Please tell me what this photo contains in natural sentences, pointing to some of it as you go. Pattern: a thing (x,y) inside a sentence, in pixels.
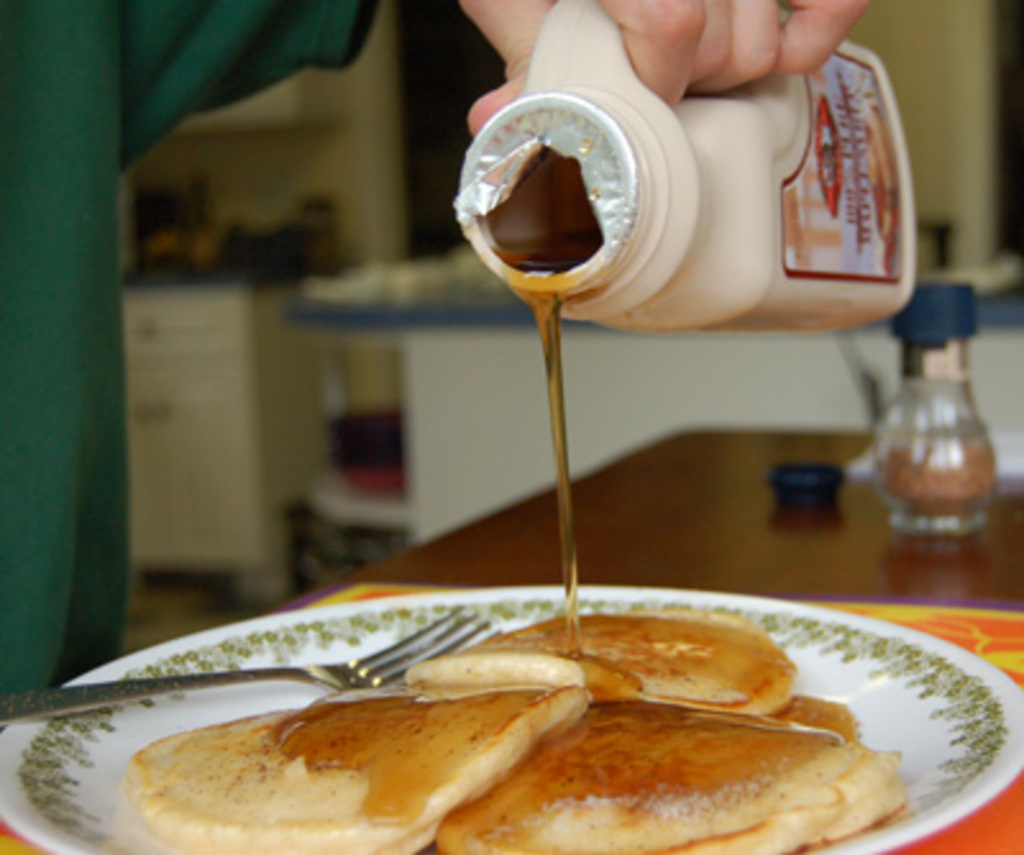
In this image i can see breads (333,813), fork (383,683) and syrup bottle (664,265).
